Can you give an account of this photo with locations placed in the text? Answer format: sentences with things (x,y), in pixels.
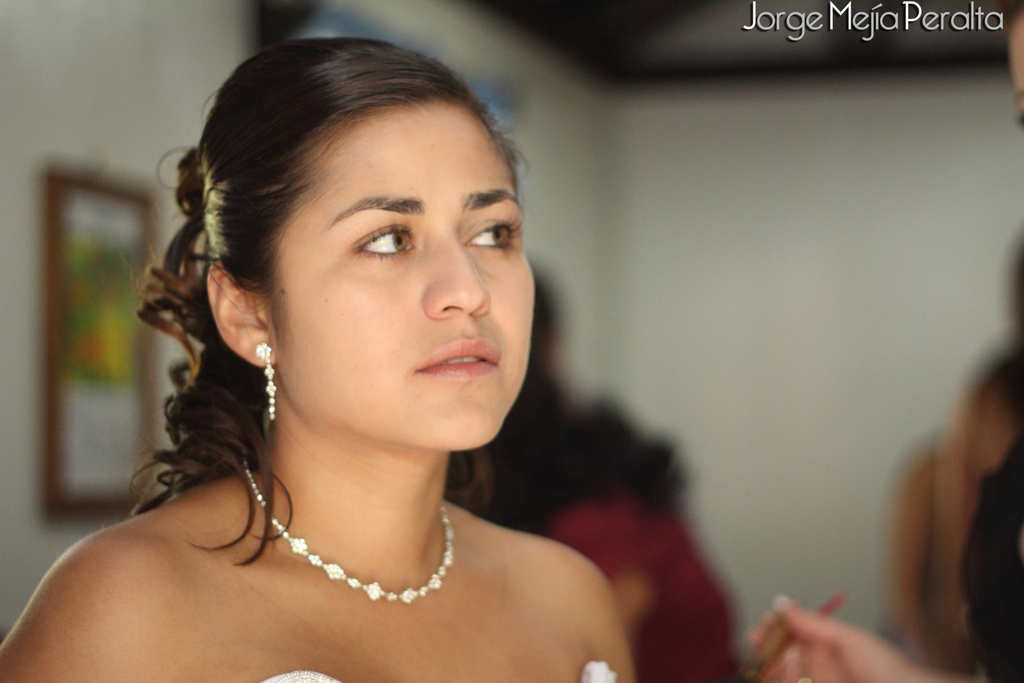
In this picture I can observe a woman (248,402). There is a necklace (375,593) in her neck (408,573). The background (763,434) is blurred. In the top right side (964,25) I can observe text (775,10) in this picture.
